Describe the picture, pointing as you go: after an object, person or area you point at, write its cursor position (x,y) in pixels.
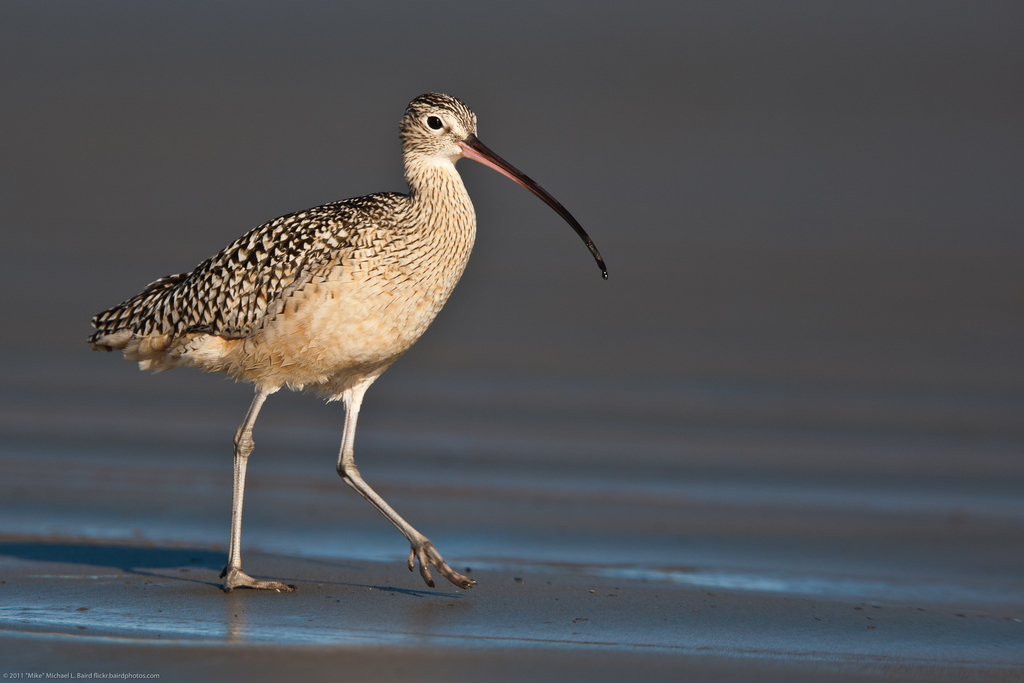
In this image we can see a bird (419,326) on the land (418,671).
